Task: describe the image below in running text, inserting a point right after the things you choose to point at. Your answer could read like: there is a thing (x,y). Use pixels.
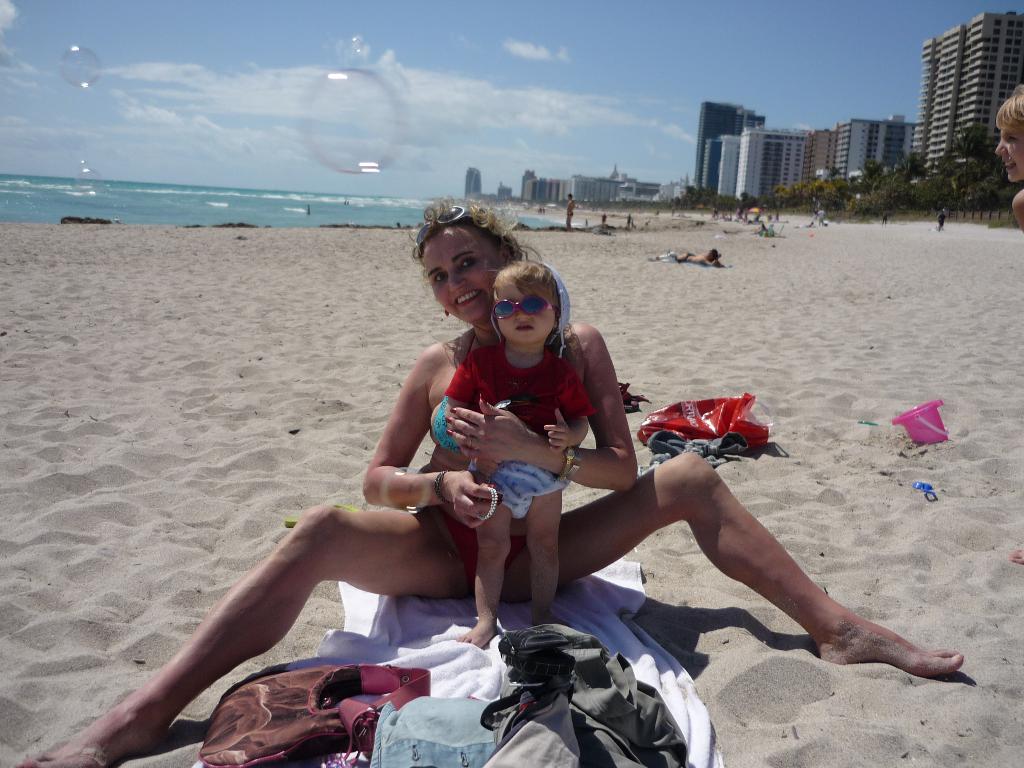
Here we can see a woman (471,499) sitting on a cloth (592,625) and there is a kid (533,547) standing on the cloth (452,657). Here we can see bags (605,719), bucket (918,431), and a plastic cover (670,417). In the background (504,197) we can see water (172,184), buildings (557,197), trees (941,203), few persons (1019,229), and sky (652,173) with clouds (510,90).
